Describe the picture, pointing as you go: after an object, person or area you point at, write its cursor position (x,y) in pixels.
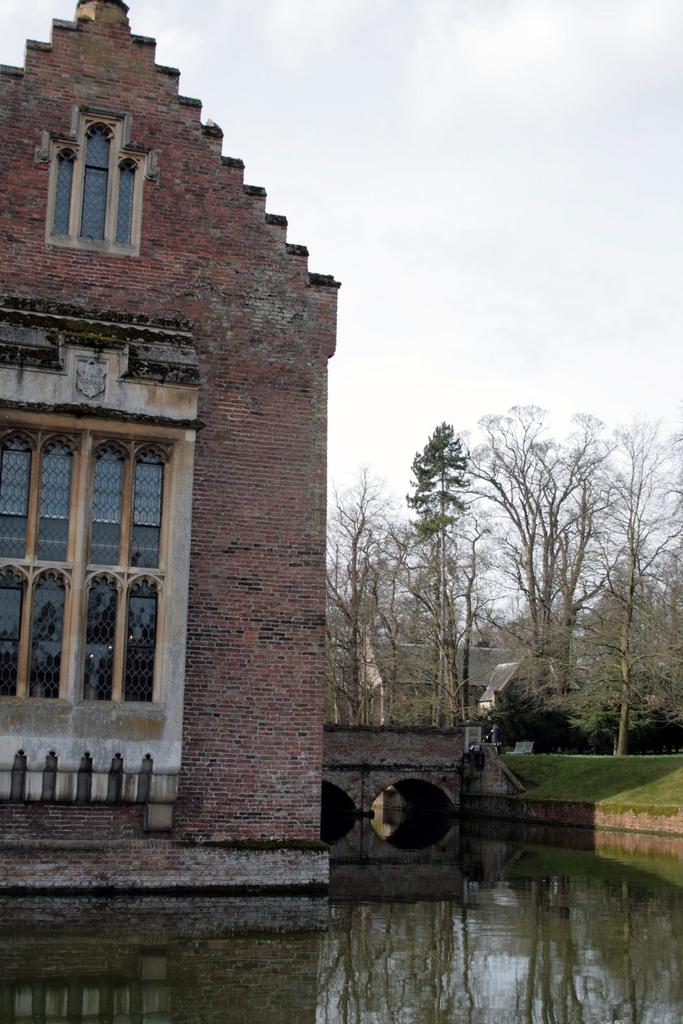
In this image we can see a building (152,466). There is a lake (543,950) in the image. There are many trees (561,603) in the image.
